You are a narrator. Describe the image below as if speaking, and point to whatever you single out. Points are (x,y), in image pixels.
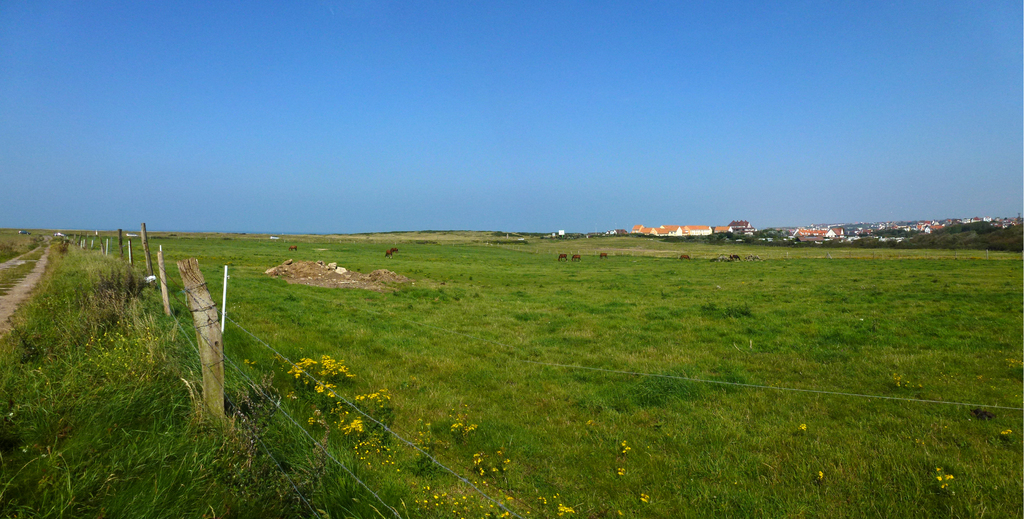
In this picture we can see the grass (554,456), fence (226,267), stones (327,270), flowers (318,385), animals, buildings (850,229), trees (861,236) and in the background (481,170) we can see the sky (550,58).
